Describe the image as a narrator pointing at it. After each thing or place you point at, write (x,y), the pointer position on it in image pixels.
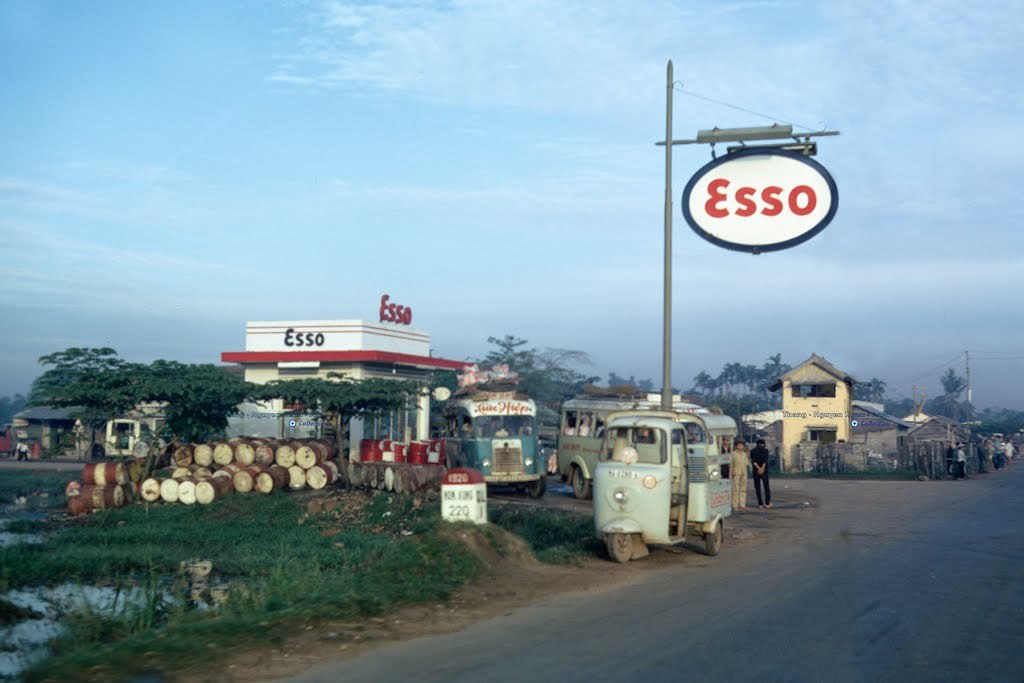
In the bottom right corner of the image (783,496) there is road (595,634). In the bottom left corner of the image (29,555) there is grass (128,516) and mud (549,573). In the middle of the image (667,321) there are some vehicles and houses (309,375) and poles (969,382) and sign boards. Behind the houses (387,350) there are some trees (1011,414). At the top of the image (965,61) there are some clouds (1015,283) and sky (1001,178). Behind the vehicles (721,413) few people (999,446) are standing.
